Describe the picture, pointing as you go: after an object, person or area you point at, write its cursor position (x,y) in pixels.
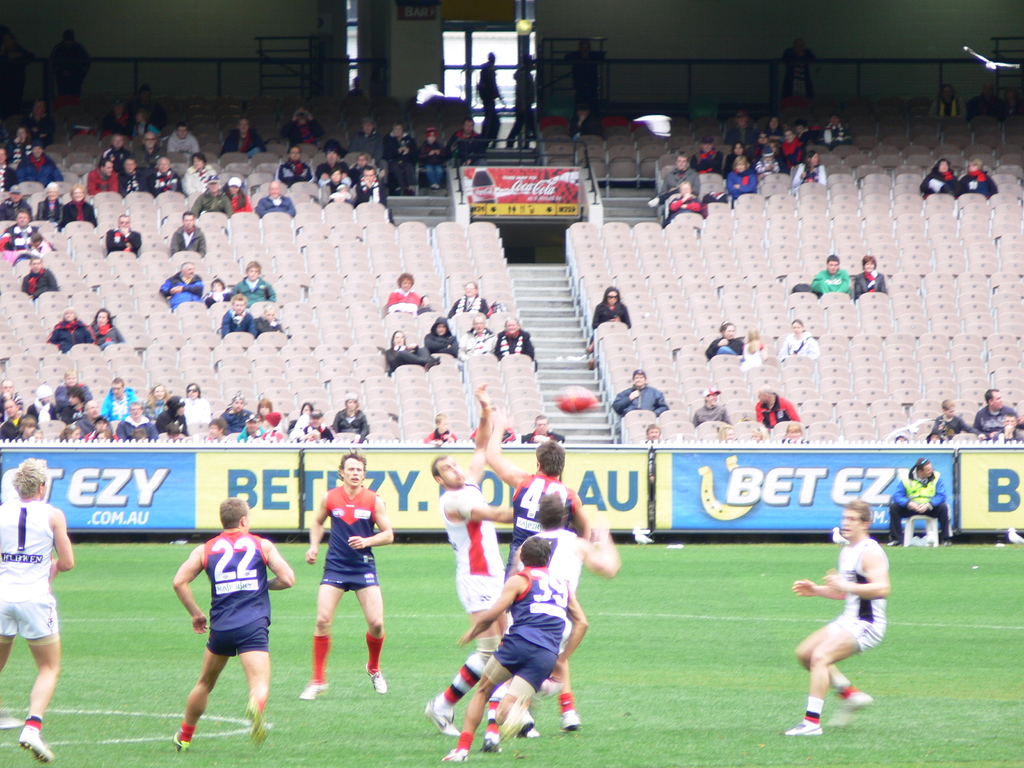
Here people (522,603) are walking in the ground (912,706), where people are sitting on the chair (719,323), here there is bottle (495,194), this is ground (599,689).
